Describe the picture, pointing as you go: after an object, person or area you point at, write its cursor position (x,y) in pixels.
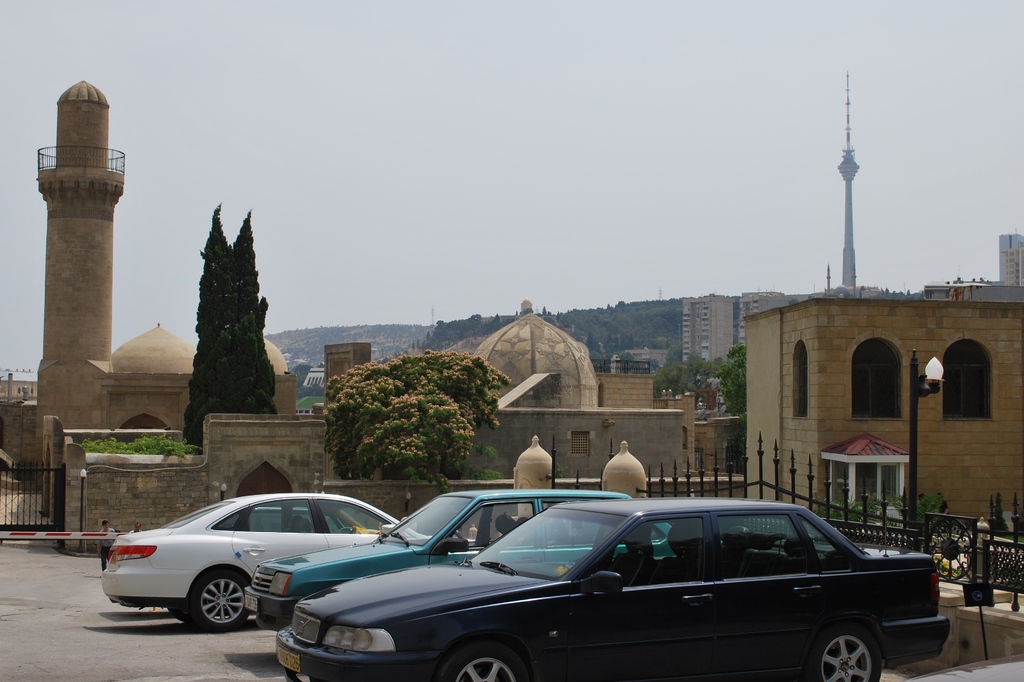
In front of the image there are cars (432,515), behind the cars (494,522) there is a metal rod fence (755,497), lamp posts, trees (399,455), buildings (574,472) and mountains (386,324).
